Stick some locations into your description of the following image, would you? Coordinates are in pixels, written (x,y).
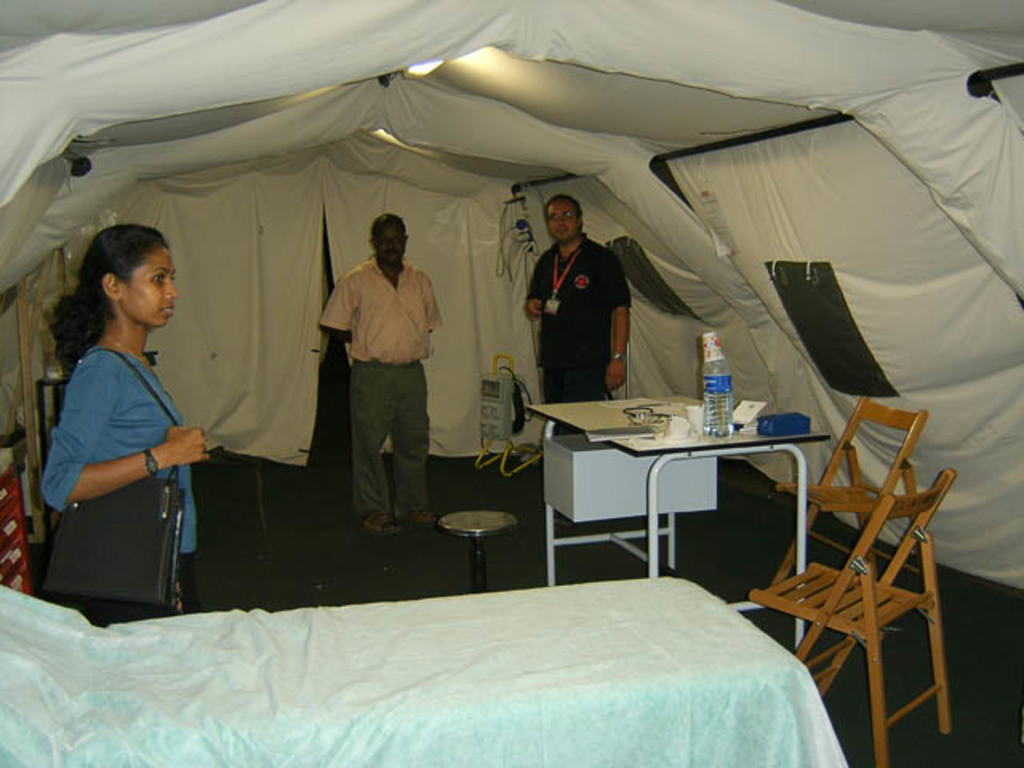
In this image, we can see people (416,352) and one of them is wearing a bag (137,481) and there is a person (566,295) wearing an id card (552,304). In the background (747,306), there is a tent (747,306) and we can see a bottle (714,409), board (623,435) and some other objects (627,419) on the stand (612,454), chairs (857,487), a stool (482,524) and an equipment (506,402) and a light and there is a bed (610,652).
